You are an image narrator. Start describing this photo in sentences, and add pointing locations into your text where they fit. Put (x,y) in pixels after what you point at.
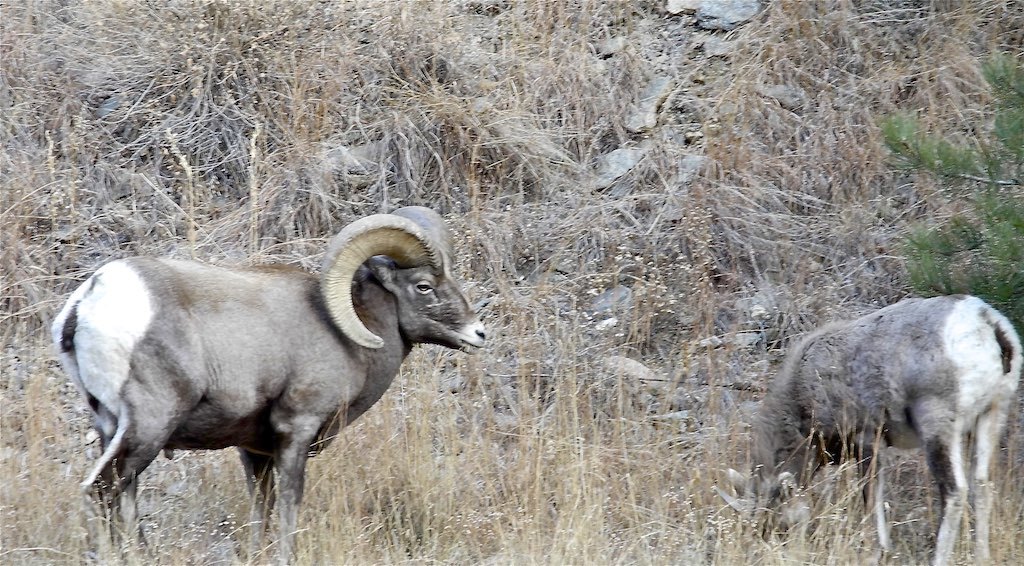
There are two animals (355,382) standing in the grass (445,454). On the right side (973,241) we can see branch (987,199) of a tree (971,222). On the ground (386,150) there is dried grass (561,303).
